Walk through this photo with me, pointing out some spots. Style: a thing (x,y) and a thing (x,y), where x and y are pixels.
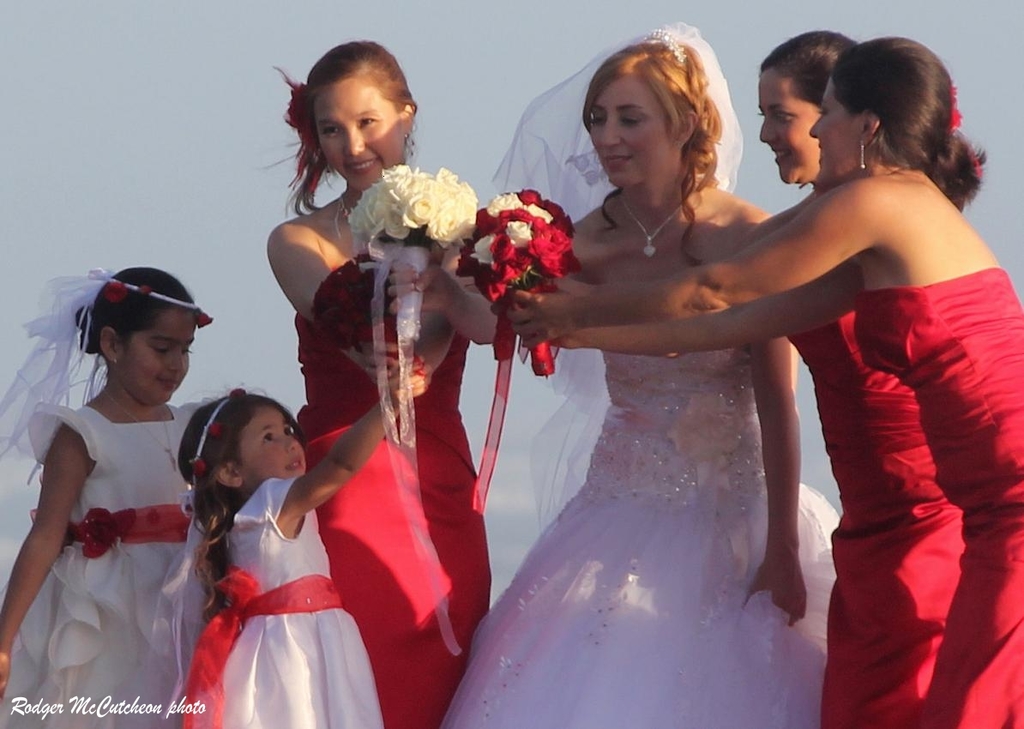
In this picture there are girls (609,248) in the center of the image (465,279), by holding flowers (564,217) in their hands (418,294) and there are two small girls (267,458) on the left side of the image (251,537).
